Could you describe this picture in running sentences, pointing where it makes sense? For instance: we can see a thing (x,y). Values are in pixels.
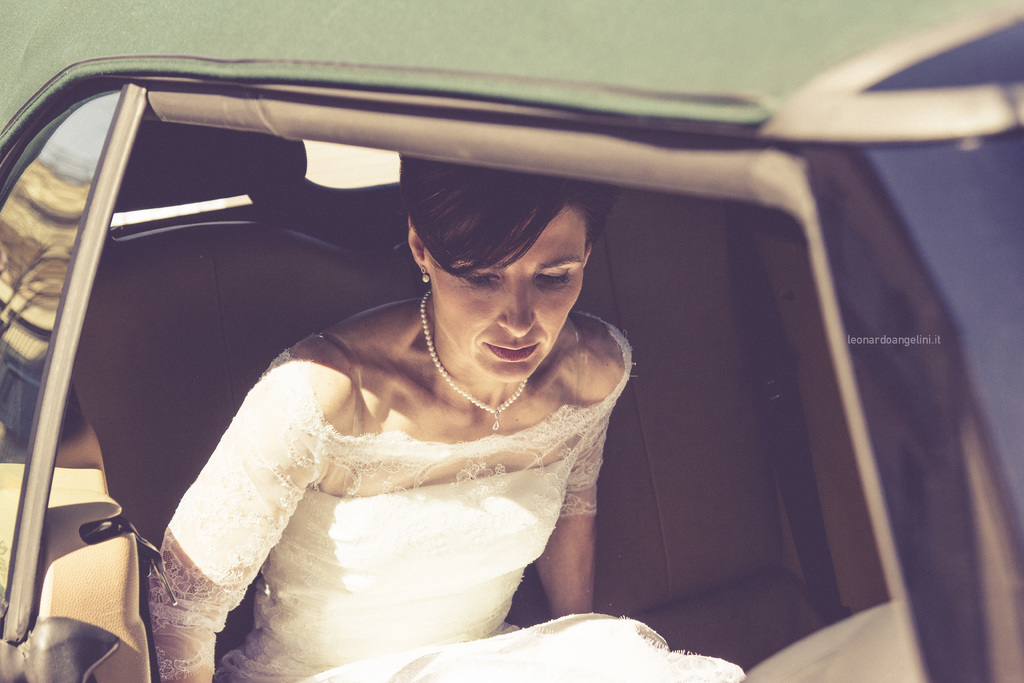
This picture a woman (430,492) wearing a white dress (389,541), sitting in the seat (280,271) of a car (376,173).
